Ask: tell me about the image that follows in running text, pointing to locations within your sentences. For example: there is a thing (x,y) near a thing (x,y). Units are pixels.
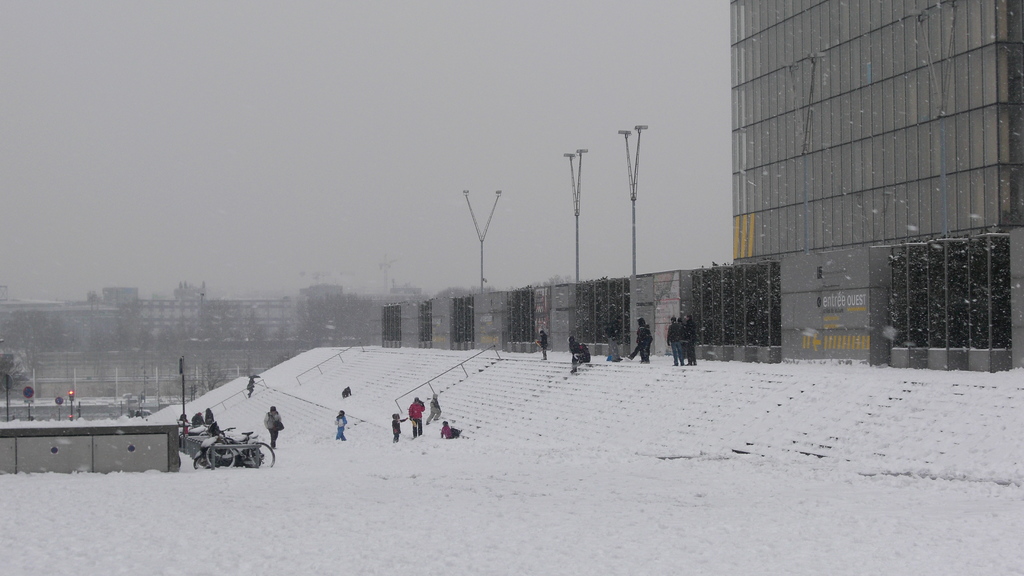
In this image there are people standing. There is a railing (492,345). There are vehicles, traffic lights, light poles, boards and a few other objects (126,447). In the background of the image (201,310) there are buildings (935,104), trees (18,343). At the bottom of the image (465,489) there is snow (435,464) on the surface (384,375). At the top of the image (222,117) there is sky (222,117).
